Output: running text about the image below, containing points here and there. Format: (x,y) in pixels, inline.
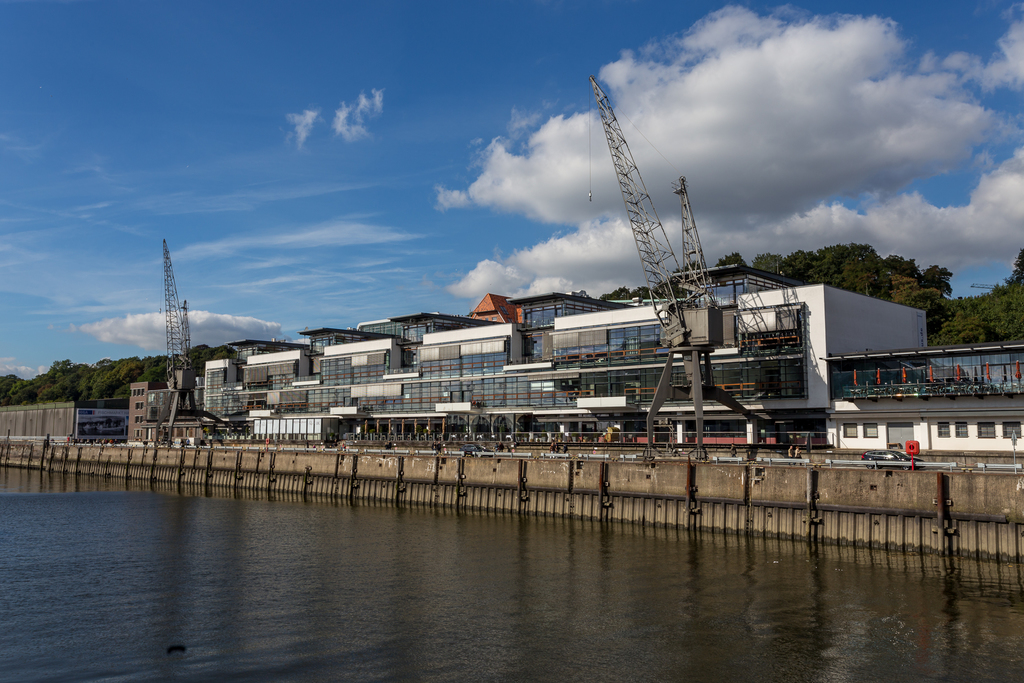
In this picture there is water (300,511) at the bottom side of the image (589,562) and there are trees (195,355) and buildings (497,348) in the center of the image (376,358), there is sky (113,313) at the top side of the image (182,25).
